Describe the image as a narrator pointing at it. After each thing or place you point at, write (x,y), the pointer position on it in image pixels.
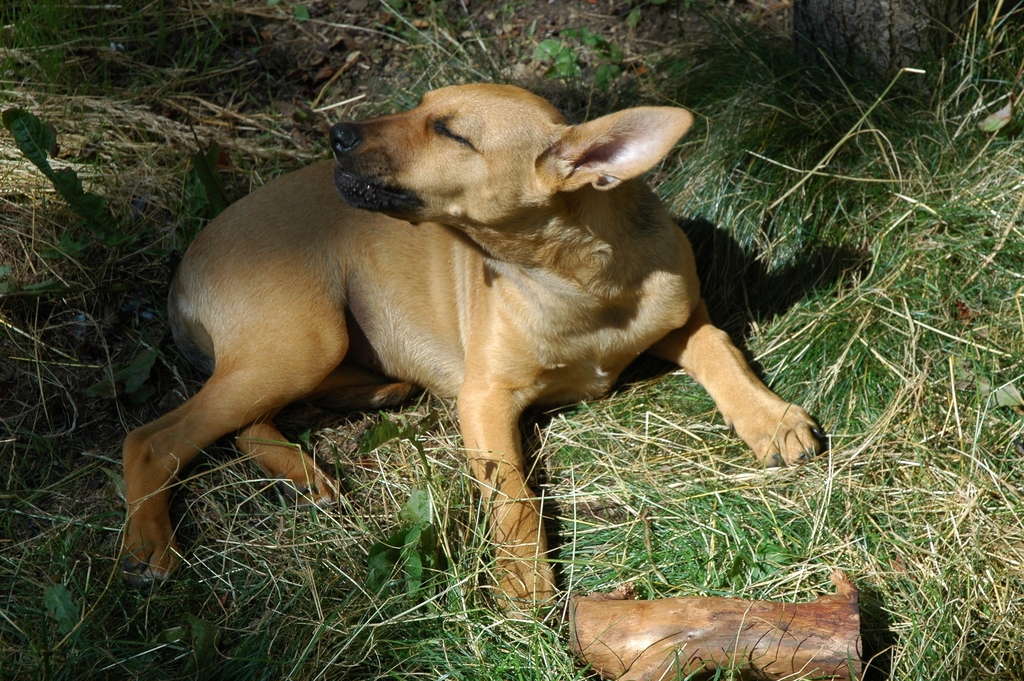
In this image I can see green grass (36,498) and on it I can see a cream colour dog (417,359). Here I can see brown colour thing (687,599).
